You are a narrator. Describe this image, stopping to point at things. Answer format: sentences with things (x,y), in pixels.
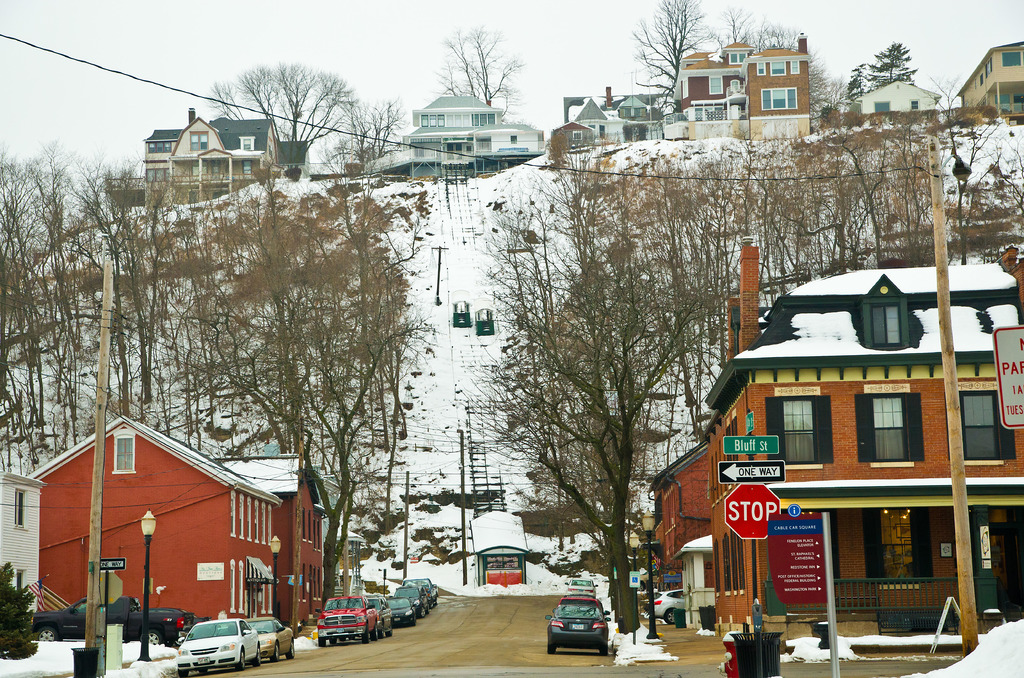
There is a road (533,617) at the center of the image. There are cars (227,627). There are trees (625,471). There are buildings (82,469) at the both sides of the image. There is snow (485,226).
